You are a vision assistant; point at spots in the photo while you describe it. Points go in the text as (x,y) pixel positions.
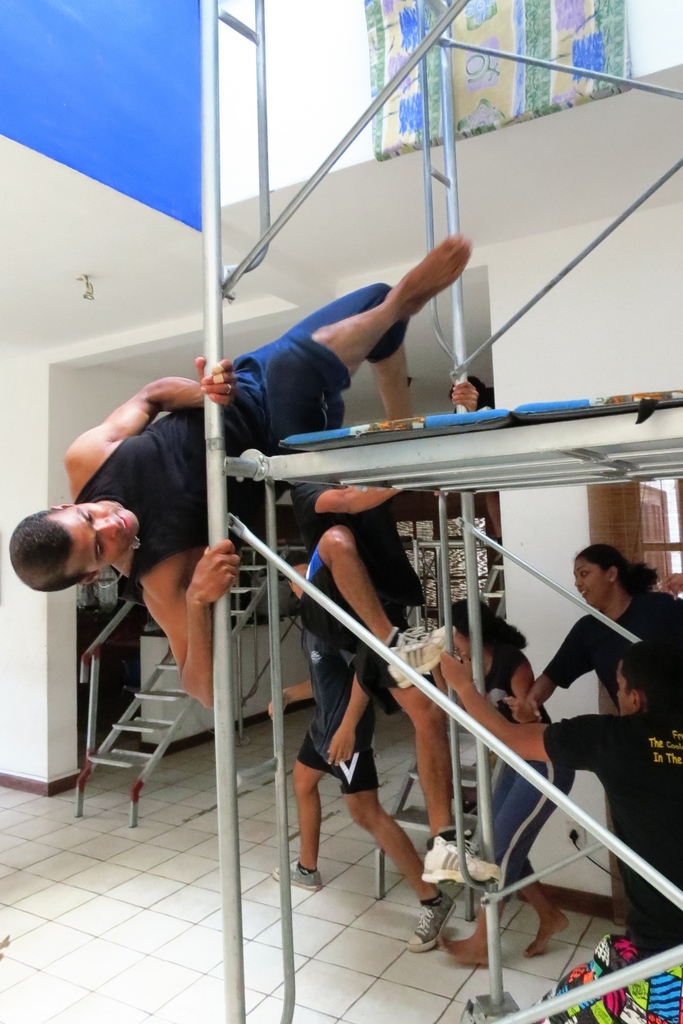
In this image there are some persons (490,634) standing on the right side of this image (559,744) and there is one person (237,445) holding a rod (216,421) in the middle of this image (240,399) and there is a wall (507,315) in the background (256,315). There is a wall (562,374) in the background (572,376).
